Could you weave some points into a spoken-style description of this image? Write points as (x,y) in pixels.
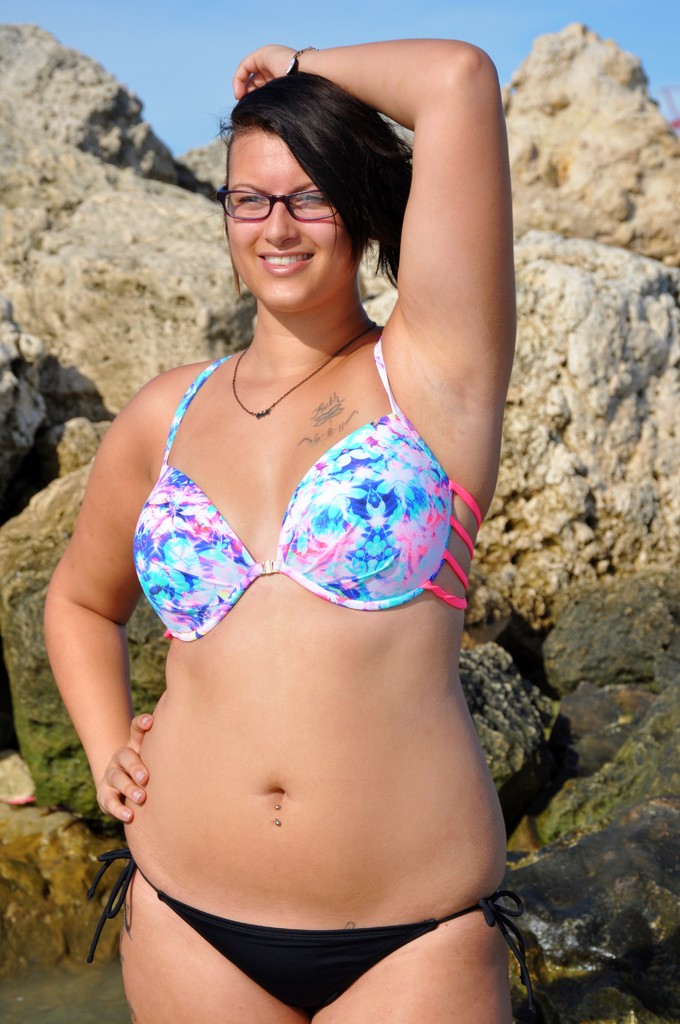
In this image in the center (402,448) there is one woman (386,655) standing, and in the background (548,361) there are some rocks (112,215) and sky (520,0).
